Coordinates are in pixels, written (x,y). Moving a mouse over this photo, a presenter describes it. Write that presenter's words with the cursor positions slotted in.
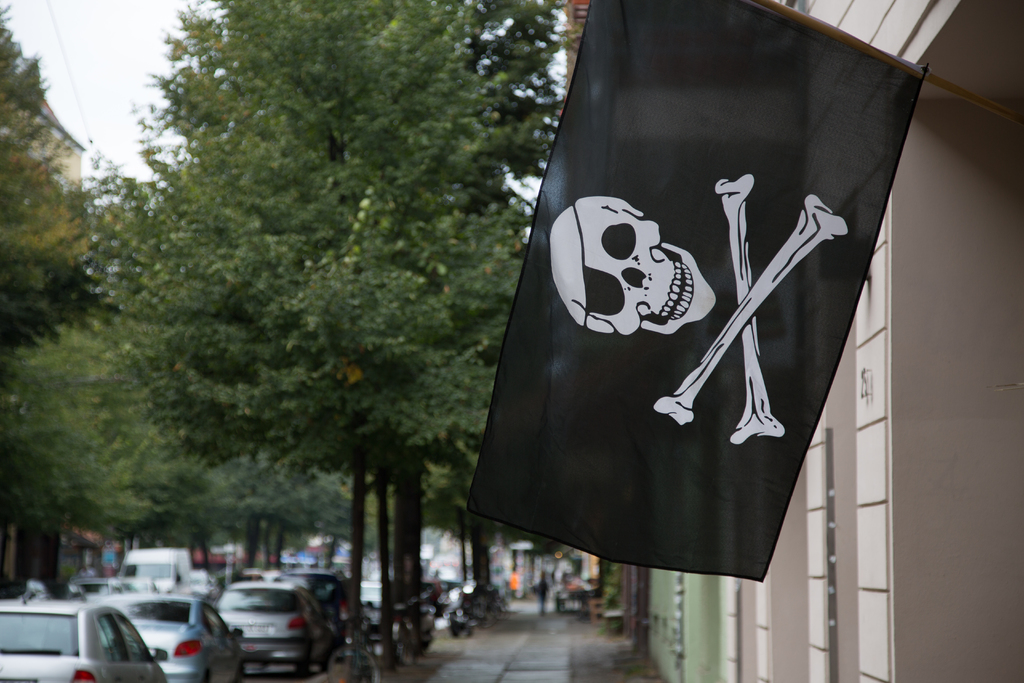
In the picture we can see some buildings (969,59) to it, we can see a black color flag (889,115) with a skeleton image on it and beside it, we can see a path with trees (171,375) and beside it, we can see some vehicles (73,613) are parked and on the opposite side of the vehicles (347,604) also we can see some vehicles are parked near the buildings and in the background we can see trees (357,567) and houses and on the top of the trees (404,528) we can see a part of the sky (47,55).
